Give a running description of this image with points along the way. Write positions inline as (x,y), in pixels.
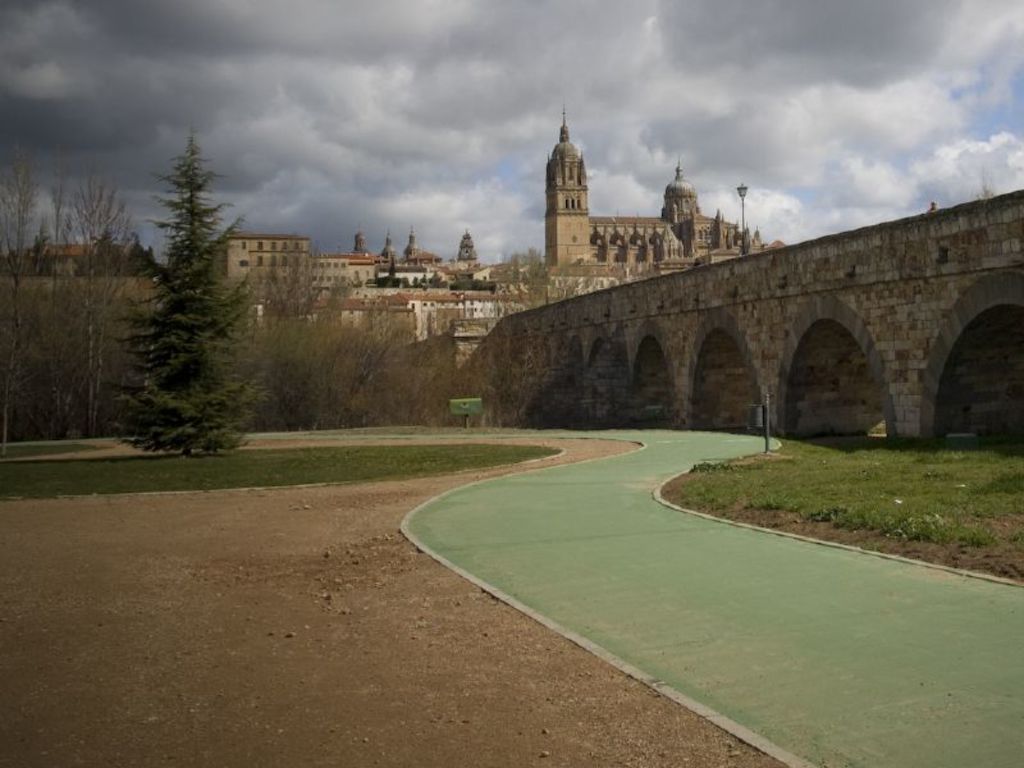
In this picture I can see there is a walk way (747,671) and there is grass (307,467) on to left (301,479) and right, there is some soil (310,562) and there are trees (189,423) on to left (219,421) and there is a bridge (667,309) on to right side (910,312) and there are few buildings (382,299) in the backdrop (498,275) and the sky (493,122) is cloudy.
